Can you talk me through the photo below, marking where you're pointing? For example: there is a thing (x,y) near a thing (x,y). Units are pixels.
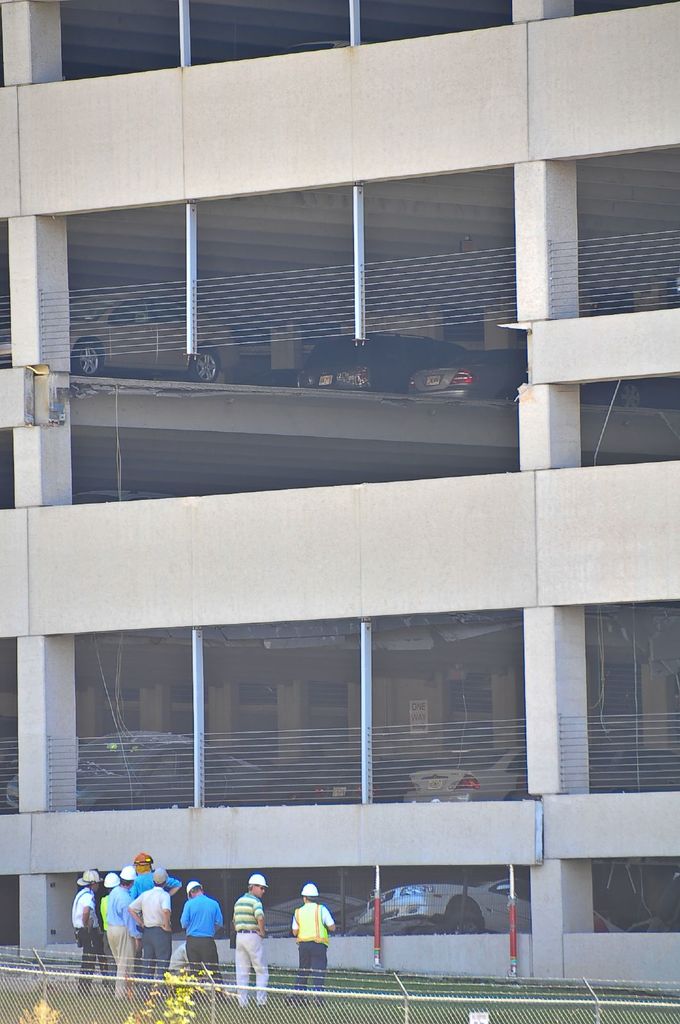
In this image in the front (253,985) there is fence (347,1002) and behind the fence (115,1004) there are plants (175,1008), there are persons (209,918) standing and in the background (411,706) there is a building (341,539). Inside the building (292,427) there are cars (166,334).
